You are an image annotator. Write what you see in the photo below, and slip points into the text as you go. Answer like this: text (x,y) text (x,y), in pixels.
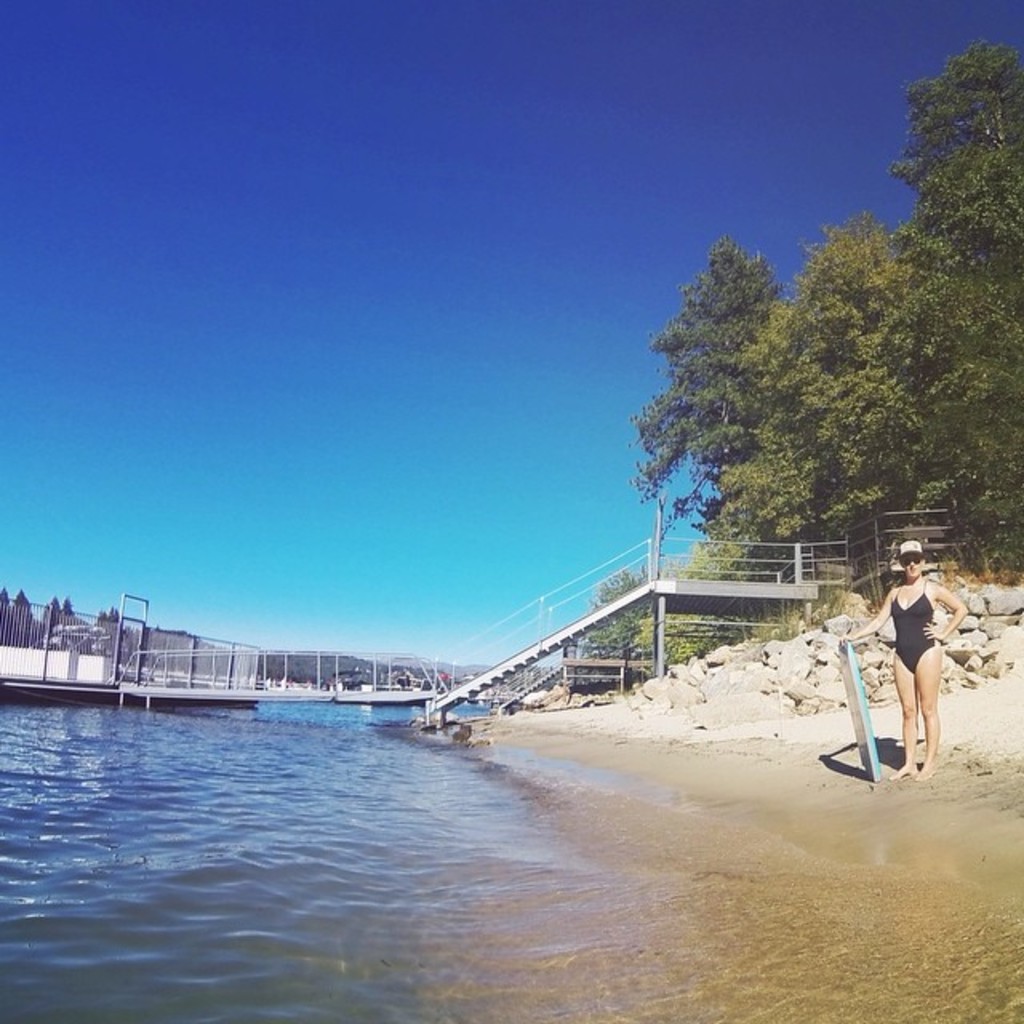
This picture is clicked outside. On the right (897,596) there is a woman (900,603) wearing black color bikini (919,624) and standing on the ground (904,830) and holding some object (855,691). On the left (120,802) we can see a water body (279,791) and we can see the bridge (255,646), metal rods (539,622), staircase (616,608). In the background (557,551) there is a sky (419,369) and we can see the trees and some rocks (734,680) and some other objects (409,673).
